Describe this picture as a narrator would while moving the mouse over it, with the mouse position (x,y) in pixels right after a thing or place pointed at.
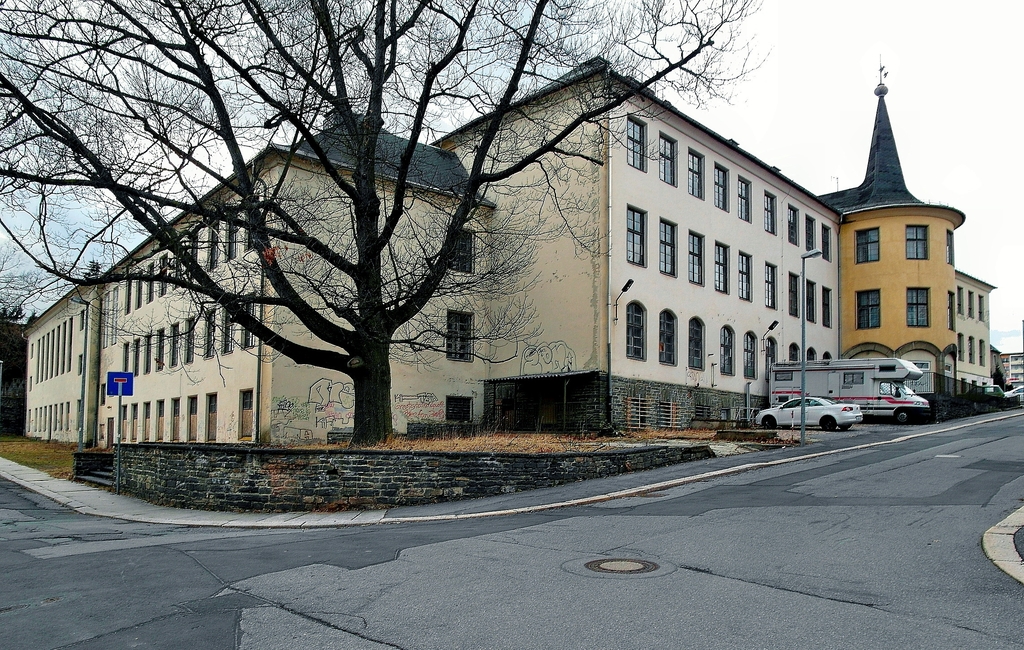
The picture is taken outside a building (832,349). There are few vehicle (838,391) parked in front of the building (681,405). Here there is a tree (369,263). The sky (953,142) is cloudy. In the foreground (913,451) there is a road (191,629).
